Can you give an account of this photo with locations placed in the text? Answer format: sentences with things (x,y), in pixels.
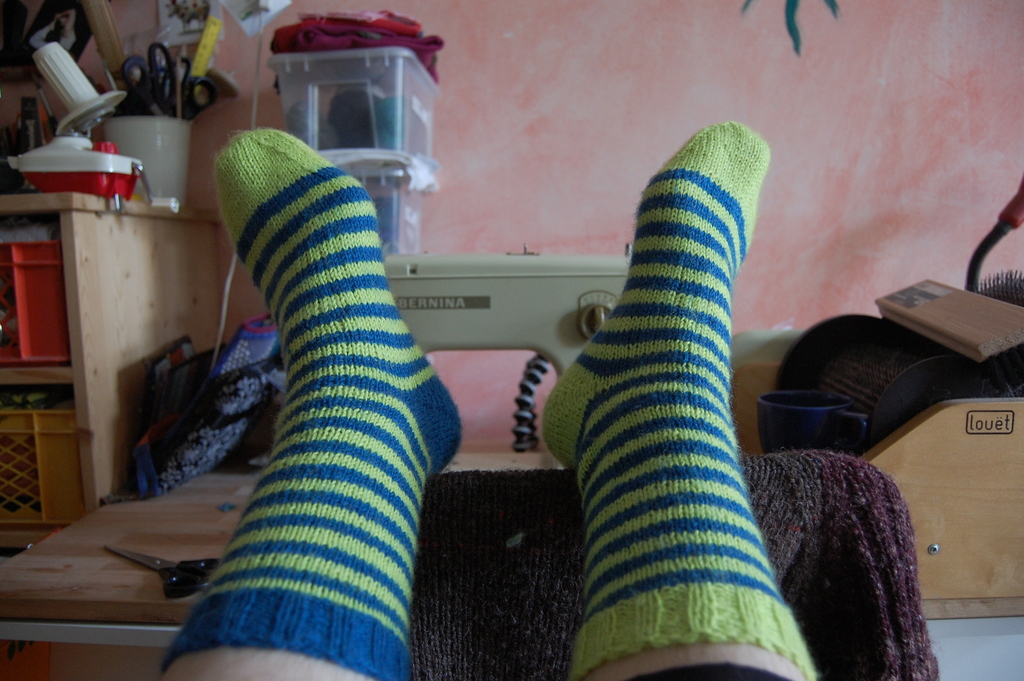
In this picture we can see a person (257,502) wore socks (318,240), scissors (147,560), sewing machine (504,286), boxes (388,123), baskets (44,351), wall (586,133), clothes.
